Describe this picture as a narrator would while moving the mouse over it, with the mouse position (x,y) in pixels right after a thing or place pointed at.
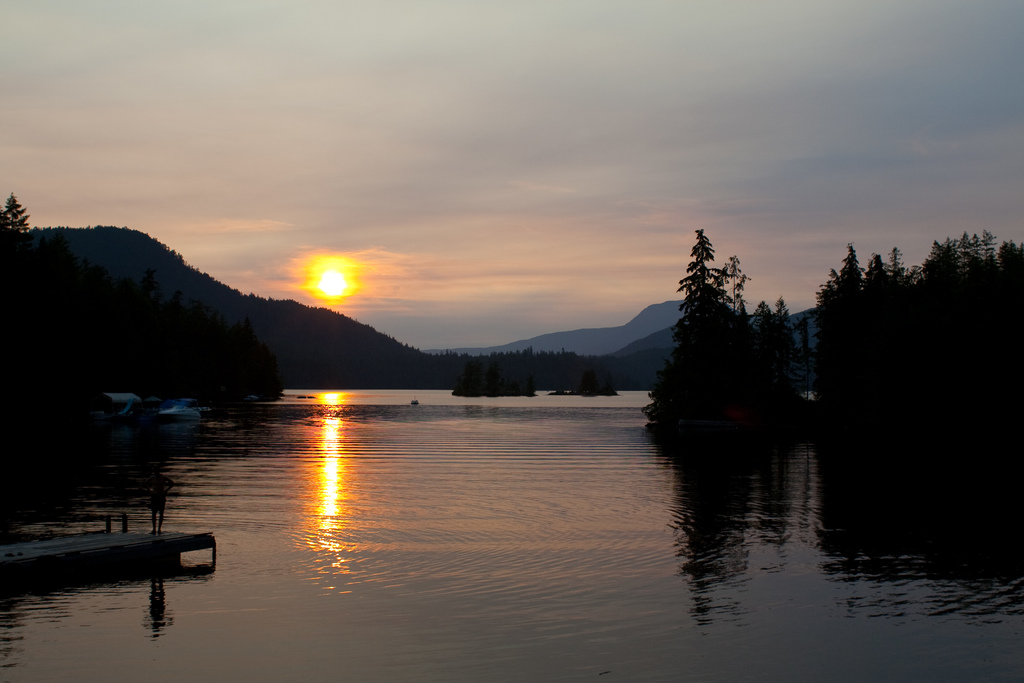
On the left side (20,554), there is a person (153,522) standing on platform (169,532), which is on the water (637,561). On the right side (818,365), there are trees (789,365) on the ground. In the background (559,293), there are mountains (42,317) and there are clouds (356,171) and a sun (328,275) in the sky (434,100).
